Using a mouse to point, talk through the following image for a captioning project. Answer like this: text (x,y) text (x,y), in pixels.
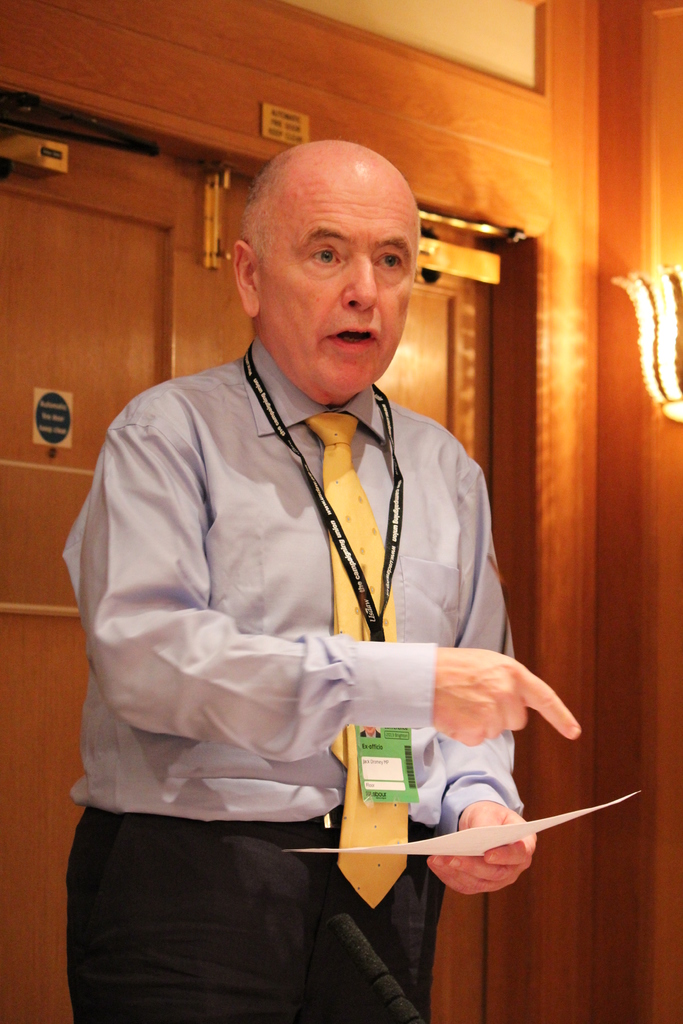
In this image we can see a man (392,507) is standing and holding a paper (465,844) in his hand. In the background (70,513) there are doors (169,309), light (637,284) on the wall (614,225) on the right side (661,296) and a small sticker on the door (22,337).
